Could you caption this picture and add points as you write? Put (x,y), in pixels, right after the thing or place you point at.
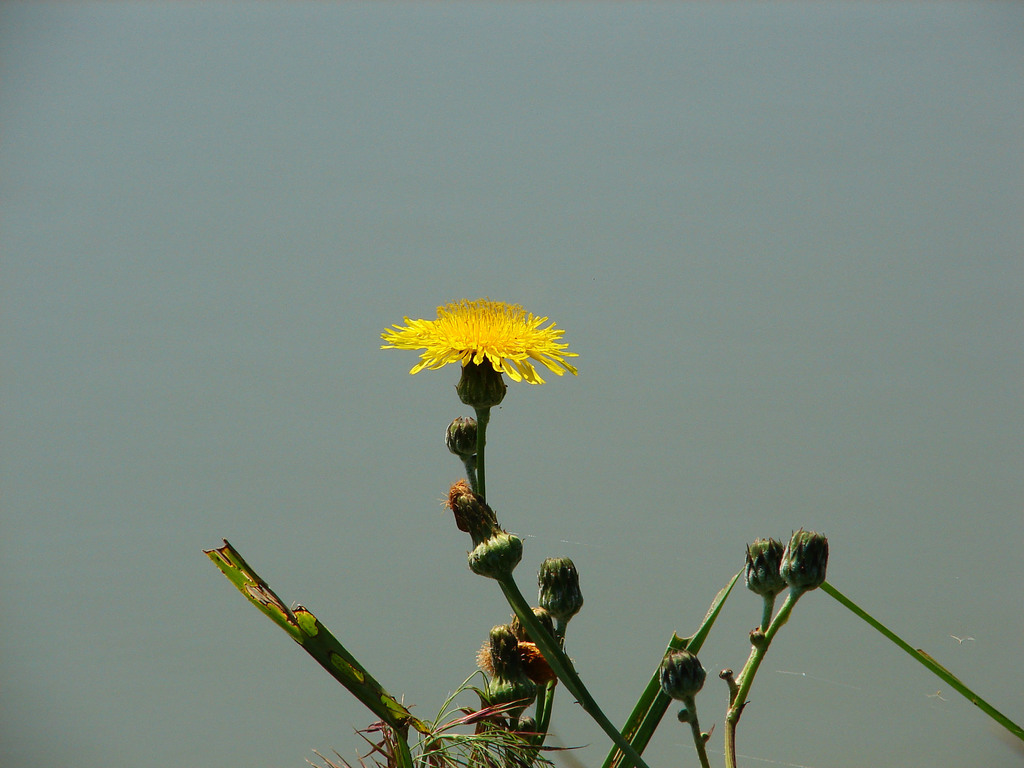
In this picture I can see there is a plant (517,552) where there is a flower (462,363) and there are some buds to the plant (431,367) and the sky (305,488) is clear.
